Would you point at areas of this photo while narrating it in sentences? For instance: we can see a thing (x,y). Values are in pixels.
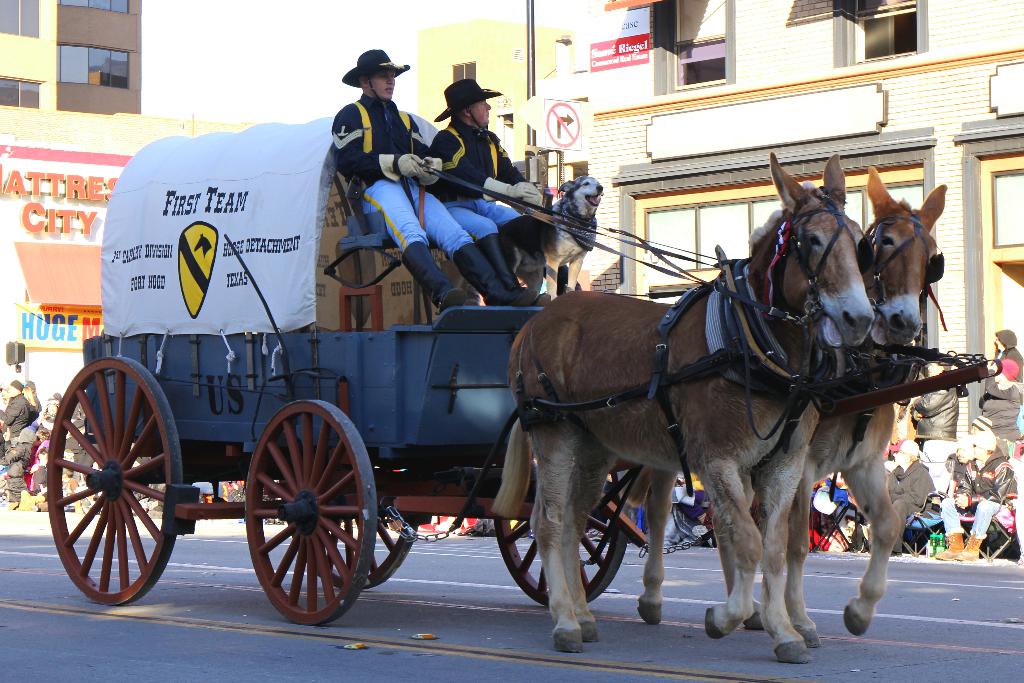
In this image we can see a few people (424,236), two of them are riding a horse cart (351,380), we can see the dog (570,226) and some boxes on it, also we can see banners (219,211), posters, boards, with some texts (85,228) written on them, we can see some buildings (592,114), sign boards (72,310), poles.
